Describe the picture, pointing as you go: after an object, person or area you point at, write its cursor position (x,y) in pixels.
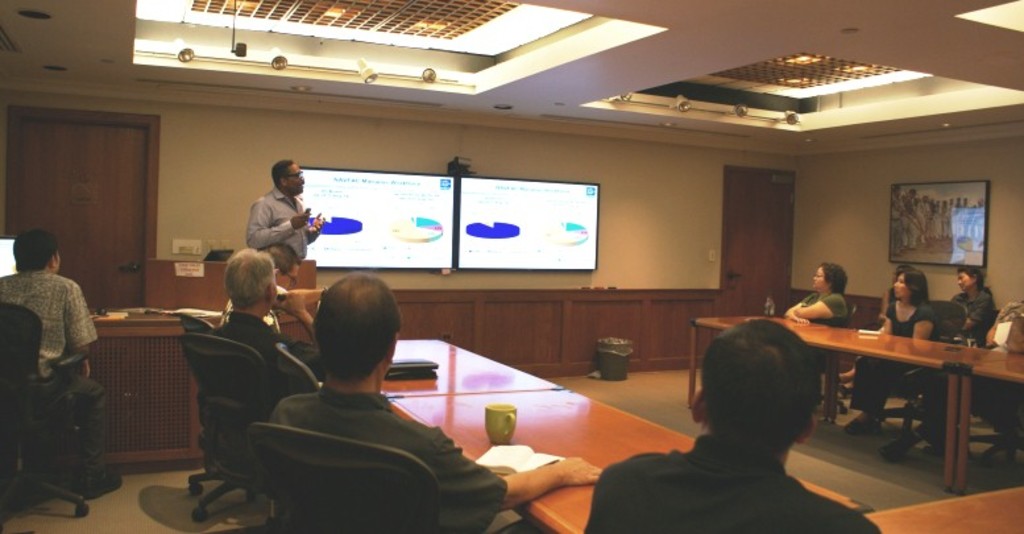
Person (289,216) standing, this is table (469,410), person (381,429) sitting on the chair (365,459), this is dustbin (613,365), this is television (559,242), this is door (110,230) and this is wall (297,145), this are lights (368,74), this is cup (494,436), this is book (518,454) and this is photo frame (919,241).
